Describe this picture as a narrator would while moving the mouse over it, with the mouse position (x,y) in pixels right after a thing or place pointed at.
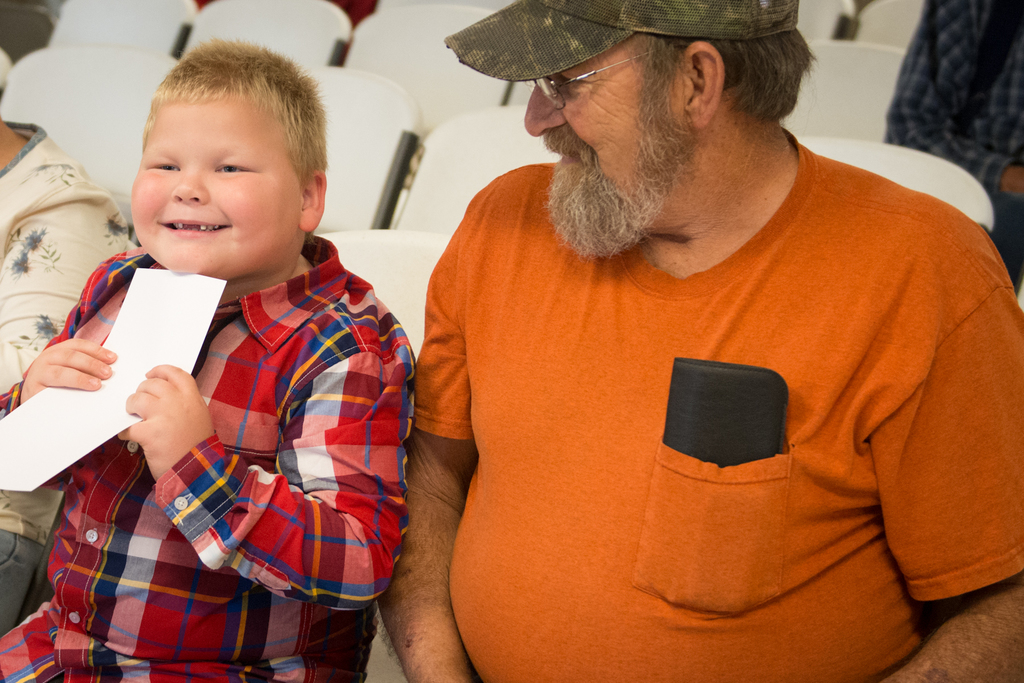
In this picture I can see few people (578,316) are sitting in the chairs (123,148) and I can see a boy (170,446) holding paper (156,346) in his hands (166,384) and I can see few empty chairs (464,112) in the back (358,111) and man (651,60) is wearing a cap (679,34) on his head (666,50).
